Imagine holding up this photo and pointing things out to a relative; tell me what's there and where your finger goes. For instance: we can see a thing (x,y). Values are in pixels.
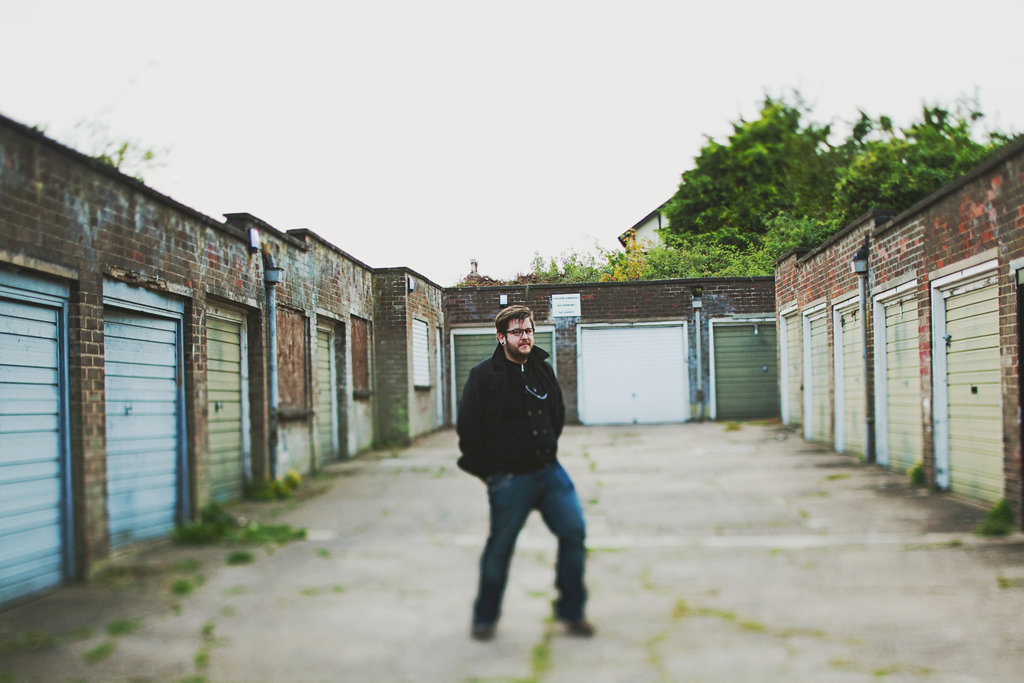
In the center of the image (533,393), we can see a person (486,451) standing and wearing a coat (503,402) and glasses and in the background (321,279), there are sheds (912,360) and we can see trees (845,215). At the top (515,115), there is sky (563,123) and at the bottom (785,593), there is a road (745,593).
